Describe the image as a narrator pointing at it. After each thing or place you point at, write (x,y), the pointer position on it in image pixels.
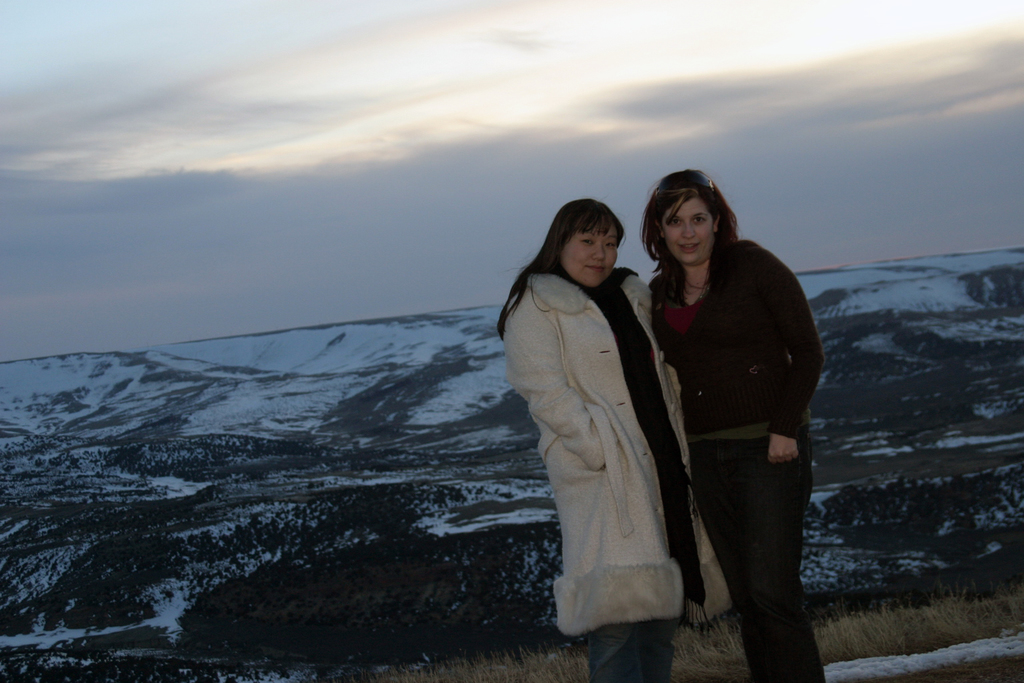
There are two women (644,421) standing and smiling. I think this is a snowy mountain (387,337). This looks like a dried grass (894,625). Here is the sky (507,140).
